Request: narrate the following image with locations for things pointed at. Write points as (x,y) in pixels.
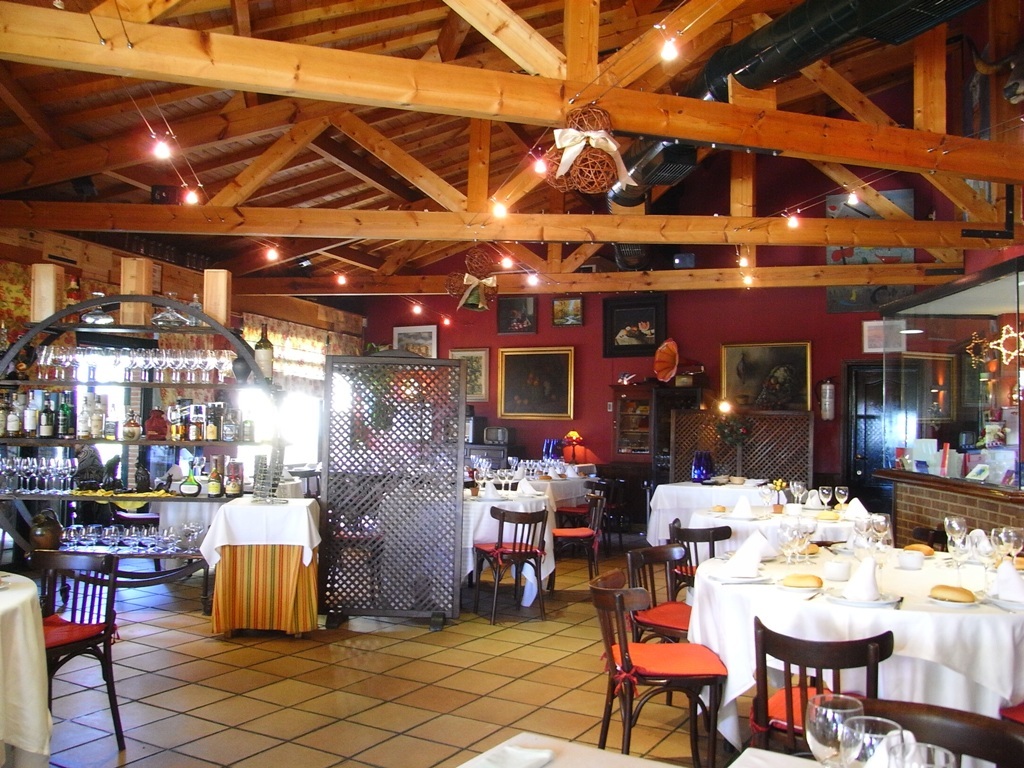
In this image we can see the inside view of the building (511,647) and there are tables (728,547) with a cloth (896,664), on the table (784,564) there are glasses (963,539), plates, food items (919,546) and few objects (522,460). And at the back (711,403) we can see the wall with photo frames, beside the wall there are few objects (269,485). And there are racks (167,440), in that we can see glasses (130,527) and bottles (180,438). There are chairs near the table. At the top (597,245) we can see the ceiling (528,215) with lights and a black color object (790,51).
